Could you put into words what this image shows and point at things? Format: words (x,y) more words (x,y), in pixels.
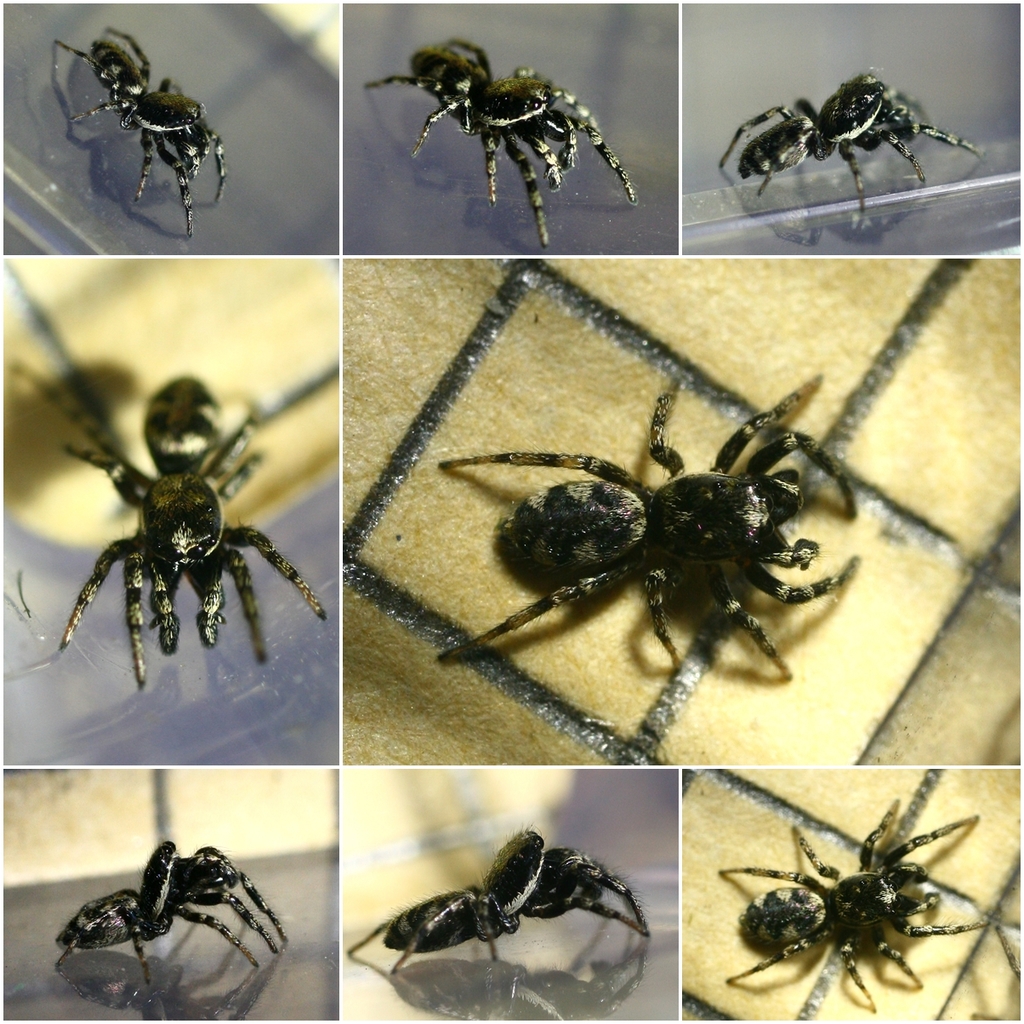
In this image we can see collage of a spider (711,527).
